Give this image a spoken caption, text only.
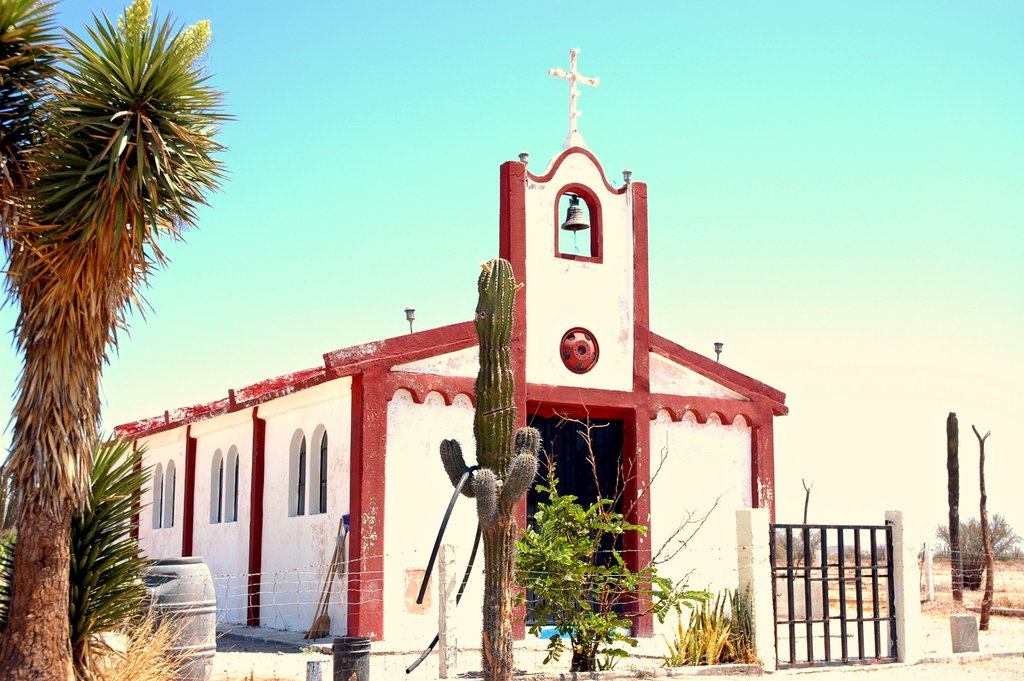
In the image we can see there is a tree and there is a cactus plant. There are plants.
